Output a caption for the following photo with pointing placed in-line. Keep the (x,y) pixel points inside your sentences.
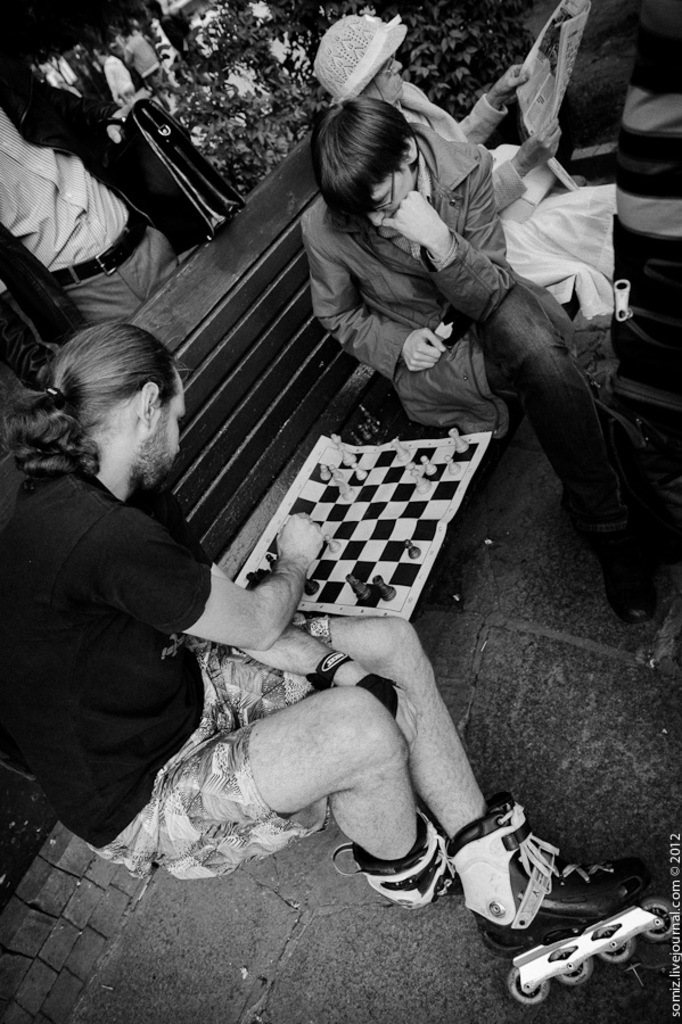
In the picture I can see people (187,707) among them some are standing on the ground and some are sitting on a wooden bench (409,433). I can also see chess board (343,499) and chess pieces (342,488) on the bench (380,443). This picture is black and white in color. On the bottom right corner of the image (669,954) I can see a watermark (679,947).
